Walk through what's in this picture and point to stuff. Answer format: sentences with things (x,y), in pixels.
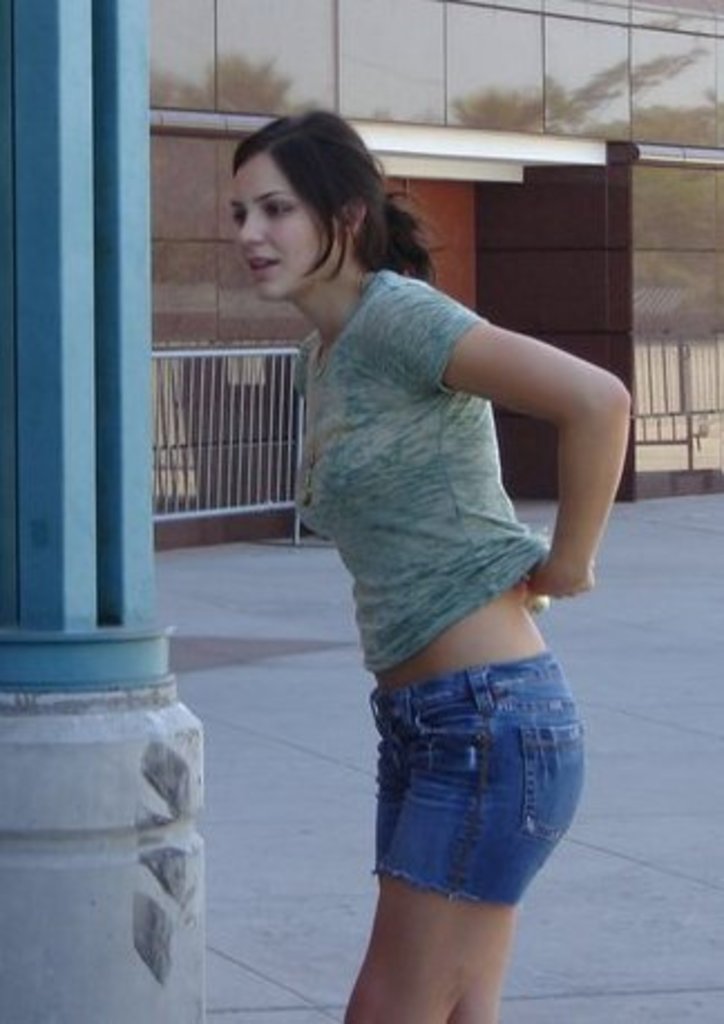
In this picture I can observe woman (374,495) standing on the floor (372,870). On the left side (67,325) I can observe a pillar (67,325). In the background (164,450) there is a railing (194,448) and a wall (580,117).
